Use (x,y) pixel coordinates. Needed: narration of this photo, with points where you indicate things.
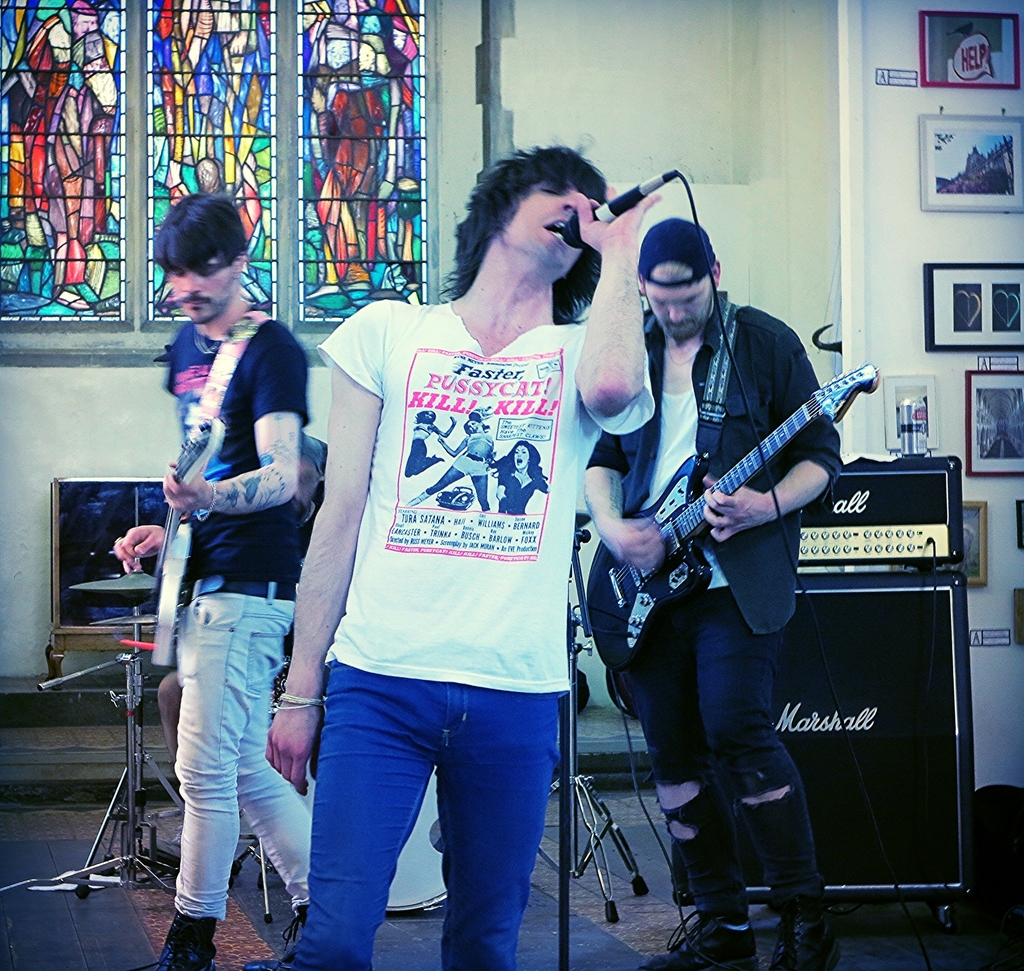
A man (463,510) wearing a white t shirt (509,445) is holding a mic (631,195) and singing. Back to him two persons (246,525) are holding guitar (663,541) and playing. In the background (624,106) there is a wall (758,114), window (314,149). On the window (227,129) there are glass paintings (310,182). On the wall (1002,245) there are photo frames (992,329). There is a cymbal (144,622) and stands (132,749) over there.
